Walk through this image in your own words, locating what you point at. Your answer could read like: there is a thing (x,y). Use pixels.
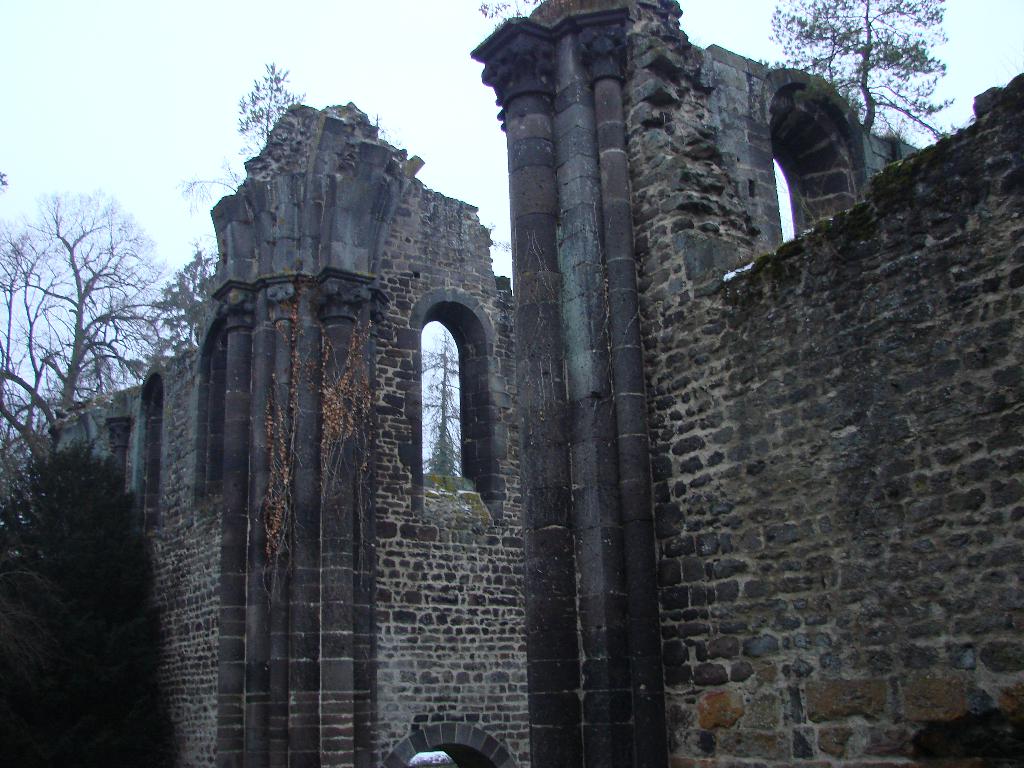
In this picture we can see walls (807,576), windows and trees (48,629). In the background of the image (373,49) we can see the sky (372,64).
